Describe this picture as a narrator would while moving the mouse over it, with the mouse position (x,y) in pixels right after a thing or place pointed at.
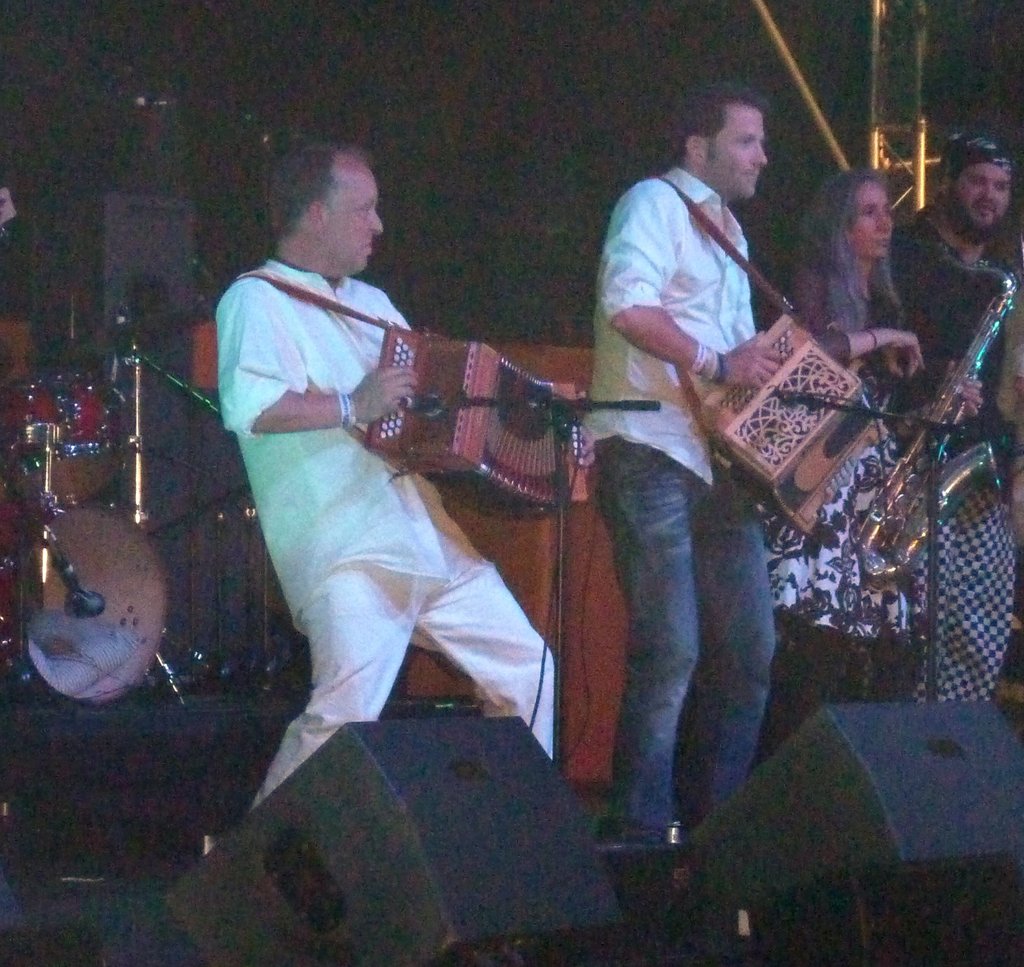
In the center of the image (452,552) we can see people (398,401) standing and playing musical instruments (976,373). In the background (70,537) there is a band (151,556). At the bottom (477,857) we can see speakers (812,747). There are mics (600,404).
